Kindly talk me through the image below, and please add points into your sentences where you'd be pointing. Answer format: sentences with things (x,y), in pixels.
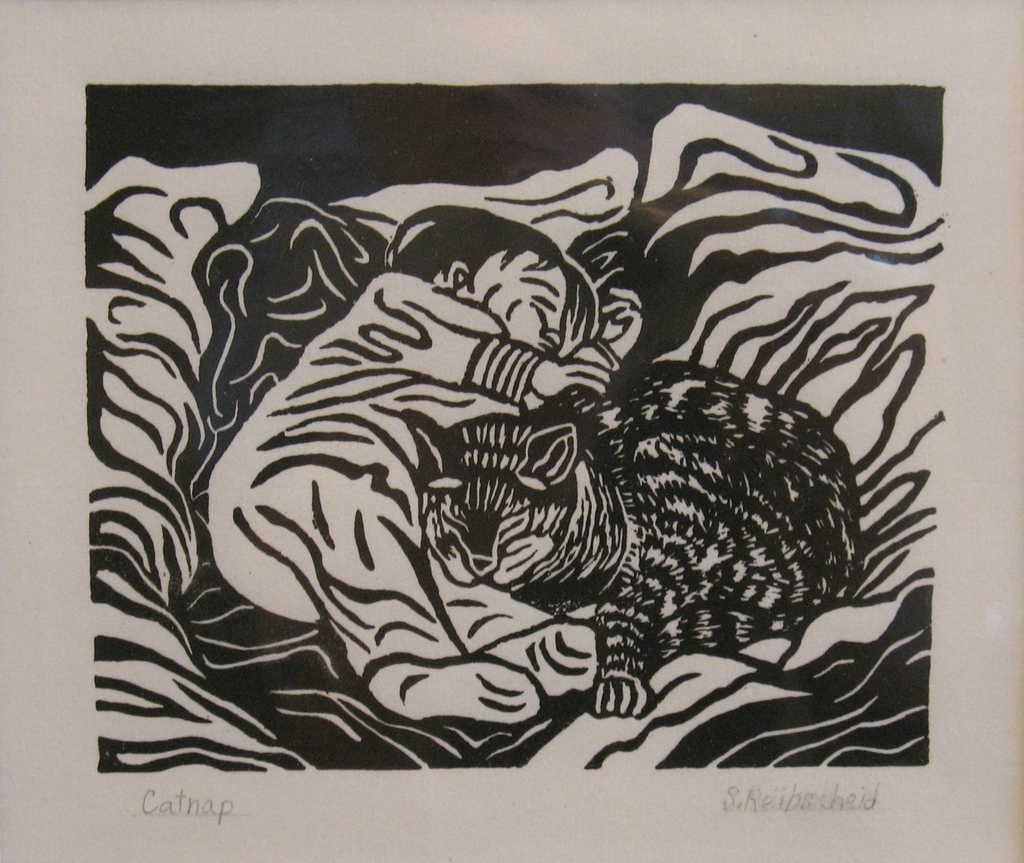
This is a black and white drawing of a baby (383,374) lying and near to the baby (512,601) there is a cat (670,476). And there is something written on the image.
